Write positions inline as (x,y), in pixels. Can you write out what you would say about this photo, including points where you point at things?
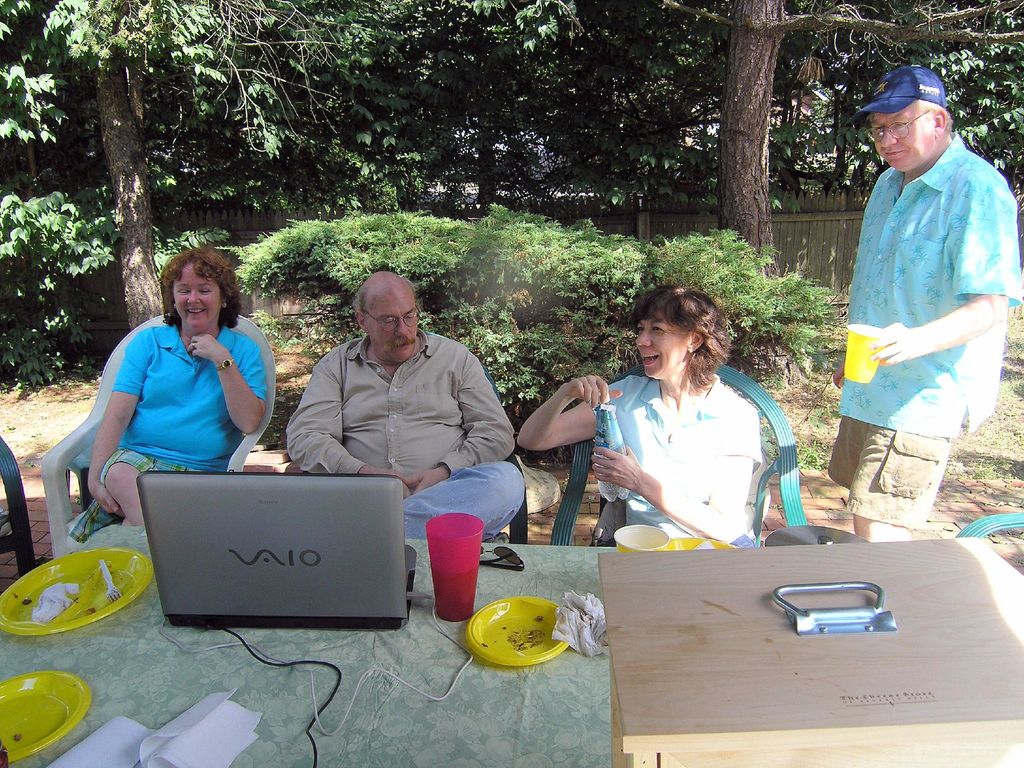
In this picture we can see three people (667,373) sitting on chair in front of the tables (135,538) on which there is a box (873,686), laptop (259,541), plates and a glass (472,542) and a man (949,403) is standing beside them and behind them there are some plants (73,247) and trees (985,60).
